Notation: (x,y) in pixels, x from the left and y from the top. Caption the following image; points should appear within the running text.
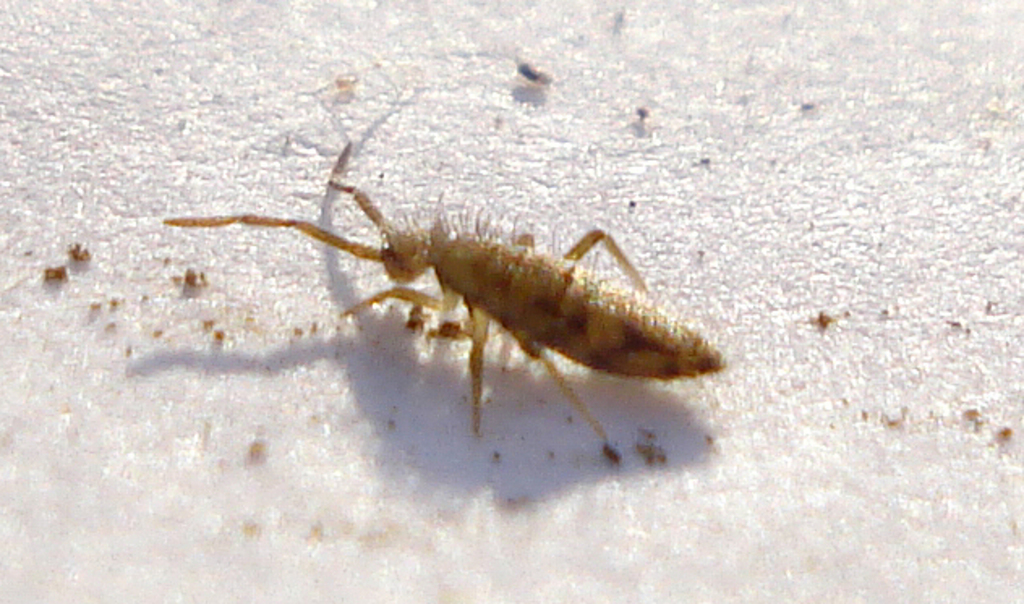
In this picture we can see a bug (471,252) on an object (478,176).
